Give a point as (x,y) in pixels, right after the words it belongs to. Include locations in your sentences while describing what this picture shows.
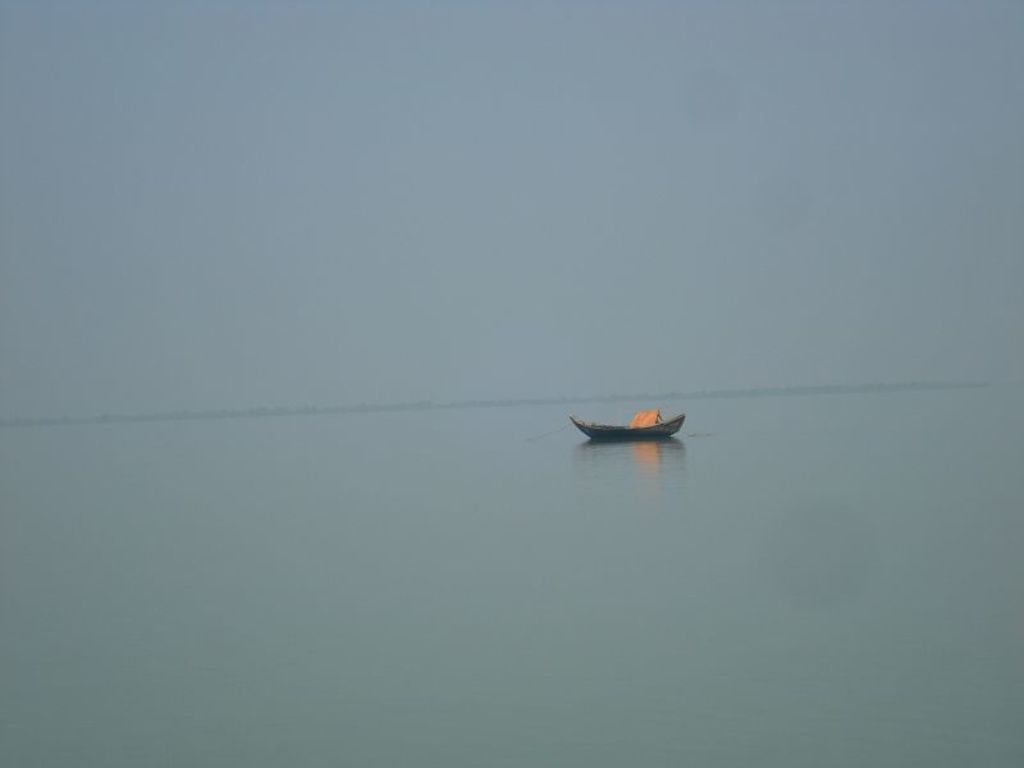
In this image there is a river (744,583) and we can see a boat (622,428) on the river (630,442). In the background (621,274) there is sky (648,174).
